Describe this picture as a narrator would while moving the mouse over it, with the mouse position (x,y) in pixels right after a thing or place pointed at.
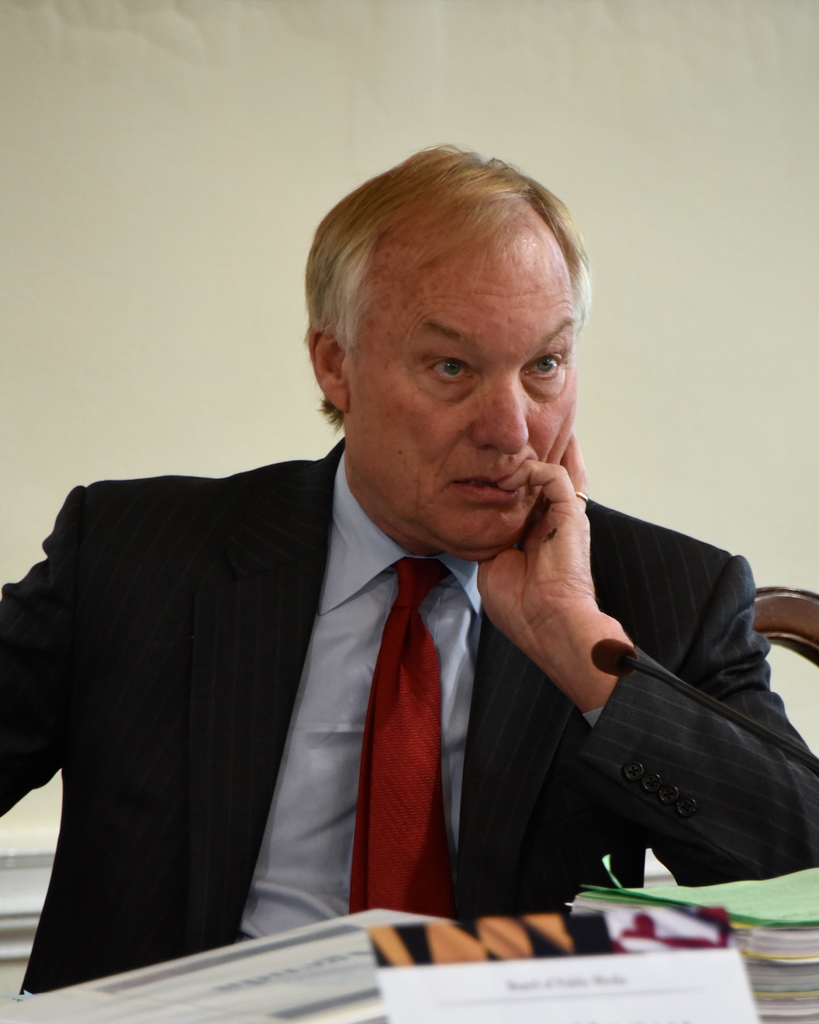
In this image I can see a man (407,674) and I can see he is wearing formal dress (389,726). In the front of him I can see few papers (704,890), a mic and few other things (654,912). I can also see something is written on the board (578,922) and in the background (803,610) I can see few other things (30,863).
